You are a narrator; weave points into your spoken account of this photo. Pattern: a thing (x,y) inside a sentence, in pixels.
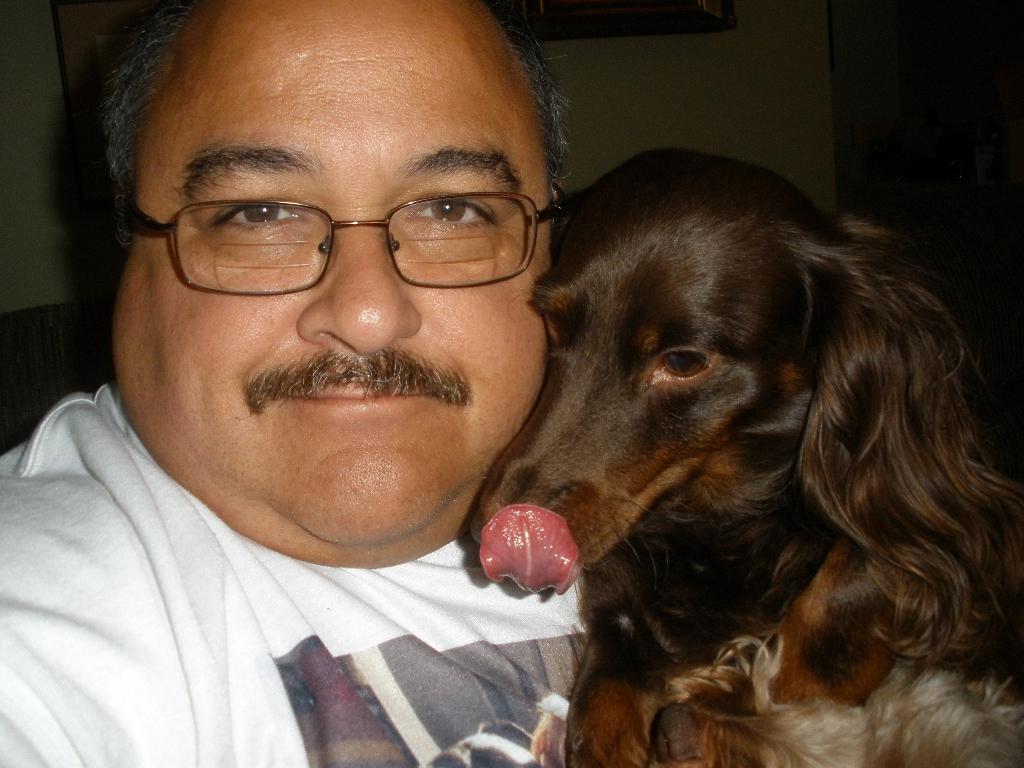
In this picture we can see a man (275,331) wearing spectacles (144,233) and white colour t shirt (199,650). He is smiling. We can see a dog (794,462) beside to him. On the background (772,109) there is a wall (733,114).
